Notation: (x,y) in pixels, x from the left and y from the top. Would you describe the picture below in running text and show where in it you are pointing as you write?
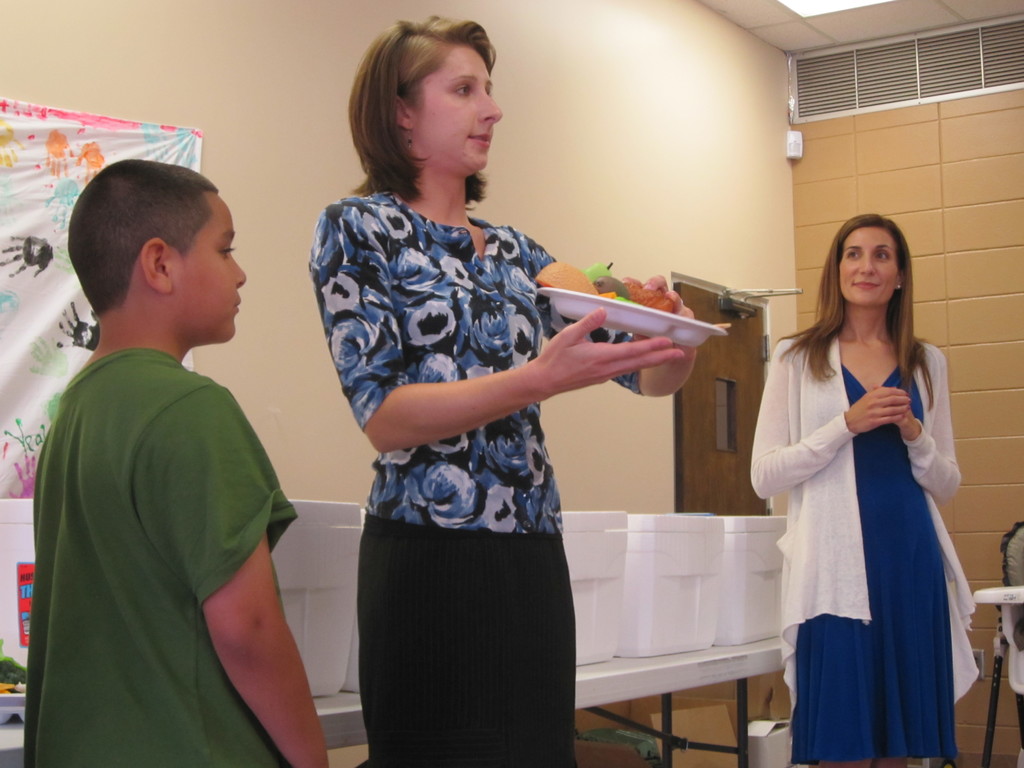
In this image in the left (200,440) a boy (191,572) is standing wearing a green shirt (152,477). In the middle (384,282) a lady (387,204) is standing holding a plate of fruits (618,298). In the right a lady (808,399) is standing wearing a blue dress (875,457). Behind on the table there are many boxes (598,635). On the wall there is a banner (20,214). In the right (1003,598) there is a table (1004,630) and chair (999,663). In the ground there are few cartons (724,709). And a wall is there in the background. On it there is a door (698,440).
